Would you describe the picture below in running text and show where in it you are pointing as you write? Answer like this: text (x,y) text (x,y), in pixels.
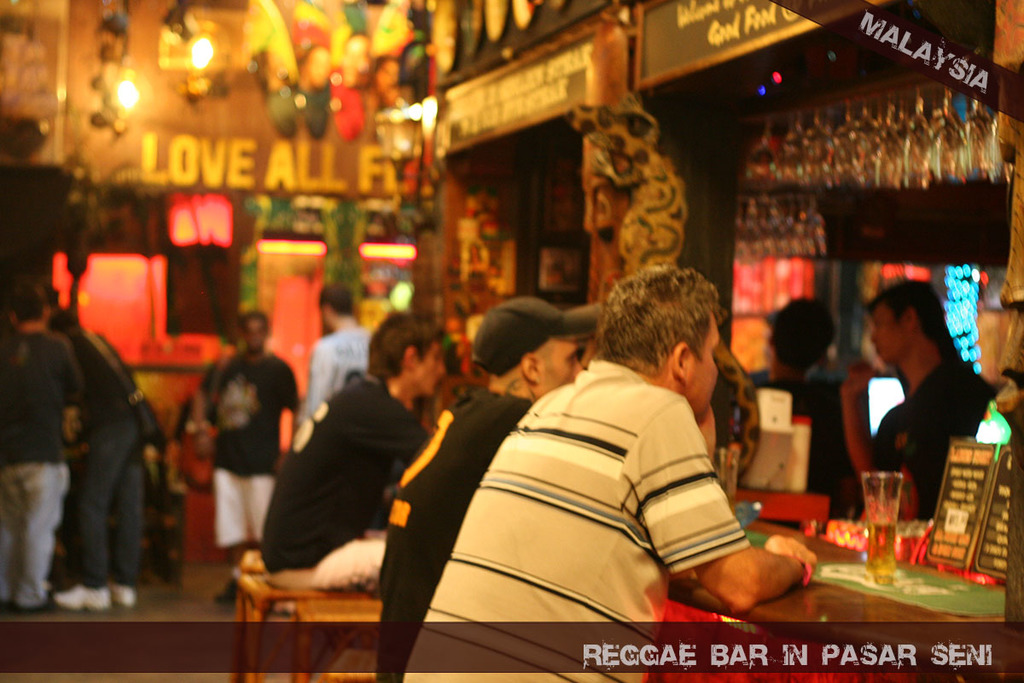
This image is taken inside a bar (206,282). To the right side of the image (823,589) there is a bar counter (843,587). There are glasses (885,510) and other objects (908,544) on it. In the center of the image (403,364) there are people (427,568) sitting on chairs (251,638). In the background of the image (113,143) there is wall (91,215) with some text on it. There are people (111,409) standing. At the bottom of the image (620,643) there is a logo (514,631) with some text (627,645).
